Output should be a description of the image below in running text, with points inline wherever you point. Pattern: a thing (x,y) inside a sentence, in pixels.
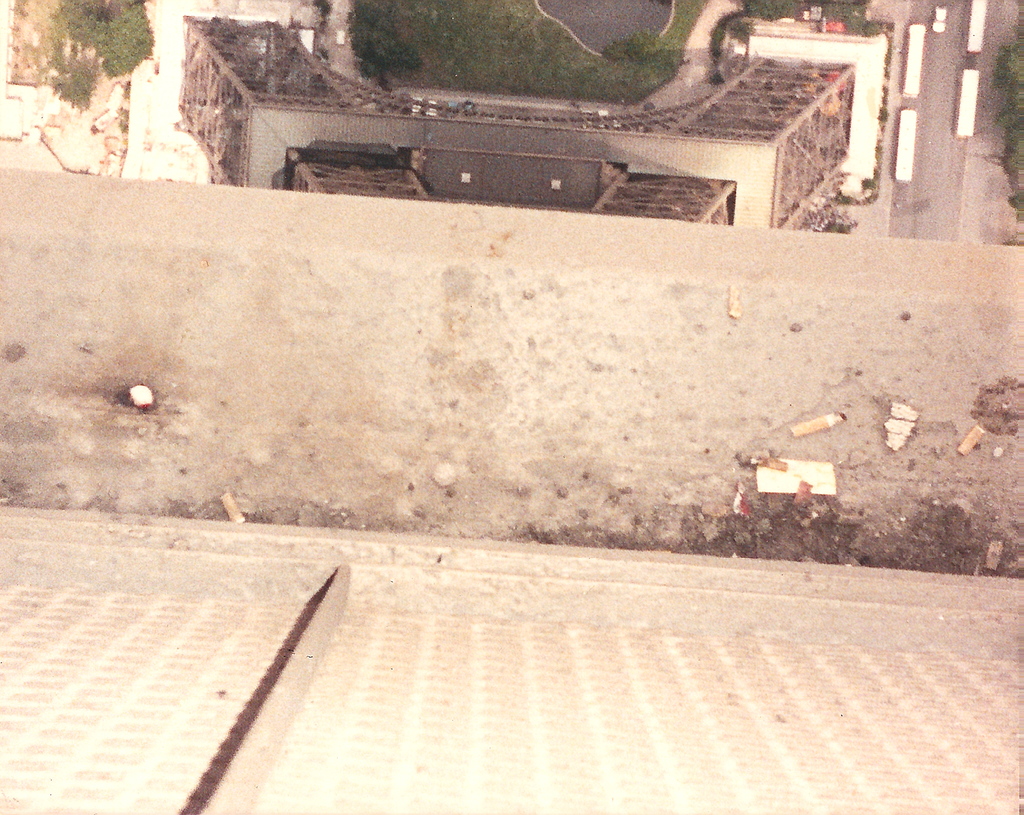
The image is taken from top of the tower (611,277), there is a pavement (448,387) and on that there is a lot of dust (700,399), below the pavement (375,223) there is a tower (705,94) and around the tower (693,170) there are some vehicles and trees (615,47).
